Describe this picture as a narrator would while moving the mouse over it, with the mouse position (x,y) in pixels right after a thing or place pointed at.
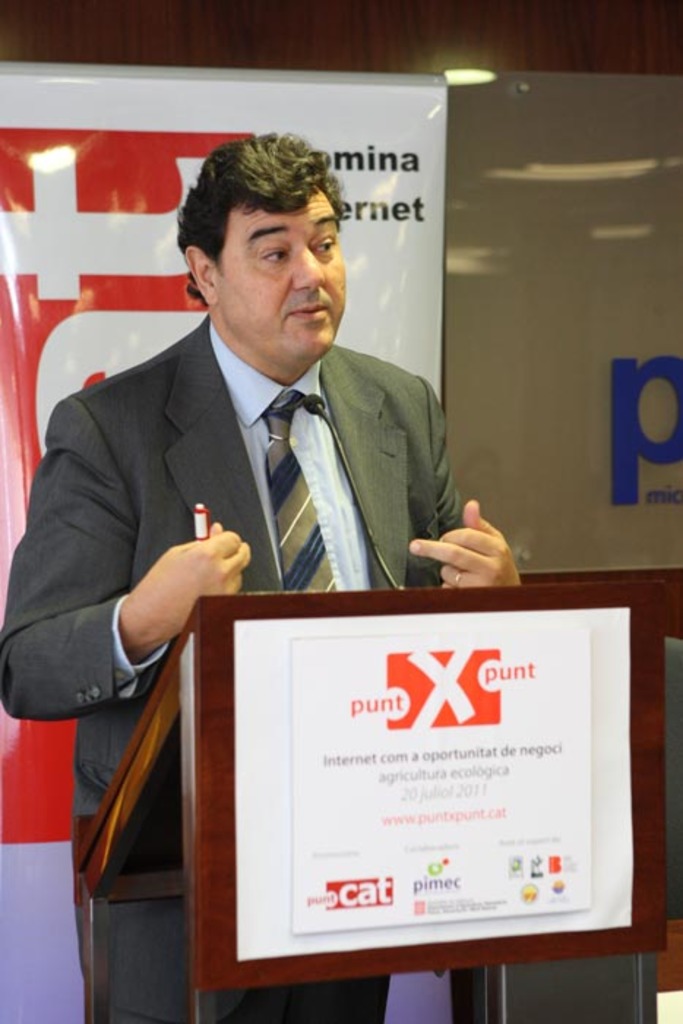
In this image there is a man (312,459) in the middle (232,402). In front of him there is a podium (219,755). In the background (40,172) there is a banner (60,184). The man (207,454) is holding the marker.
